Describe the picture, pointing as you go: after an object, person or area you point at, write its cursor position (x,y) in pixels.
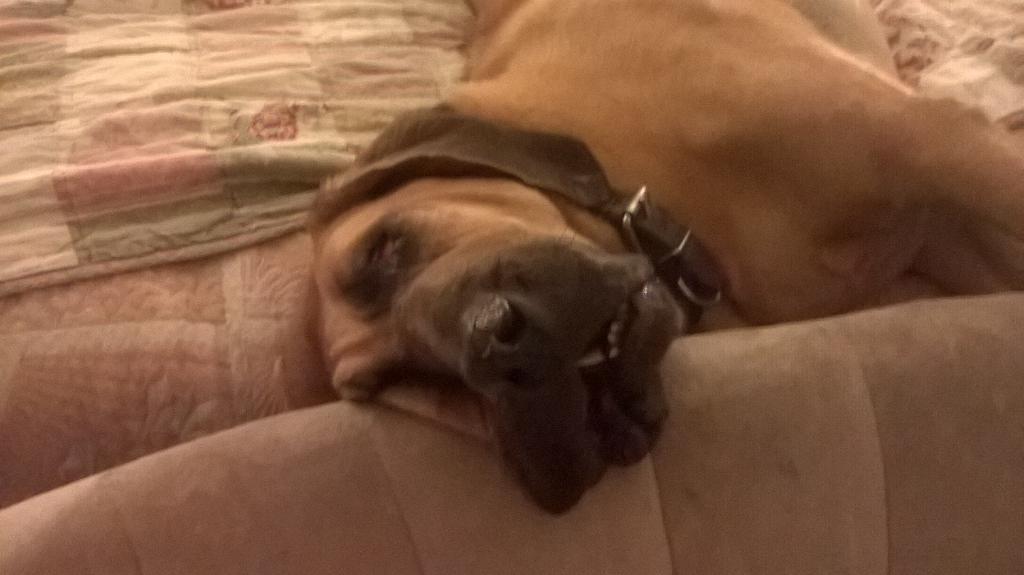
In this image in the center (464,256) there is one dog (462,182) and at the bottom (385,415) there is a bed (805,387), on the bed (816,378) there is a blanket (333,150).
